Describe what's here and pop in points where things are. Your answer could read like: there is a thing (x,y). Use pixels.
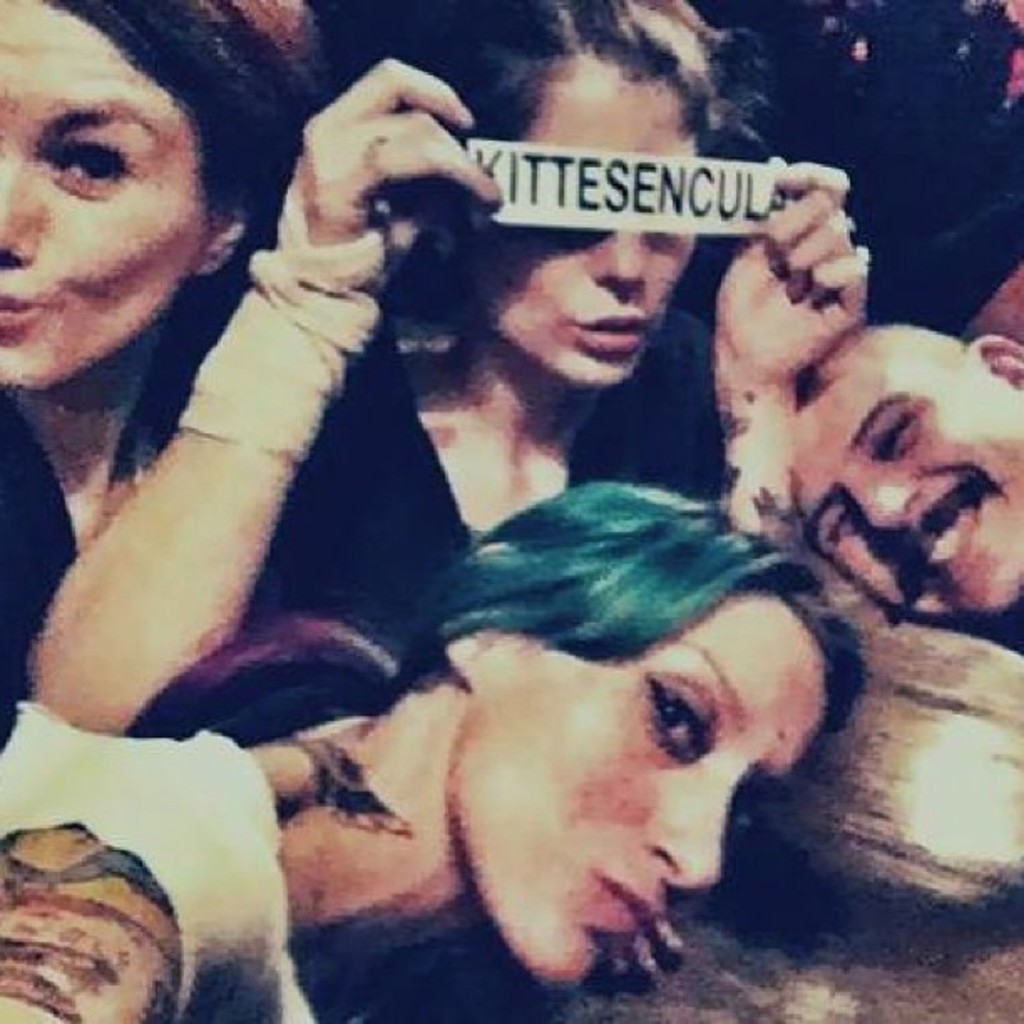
In this image I can see a group of ladies (445,525) are pouting, on the right side (896,422) a man (904,491) is smiling. This woman (619,283) is holding a sticker (639,224) in her hands (383,220).
